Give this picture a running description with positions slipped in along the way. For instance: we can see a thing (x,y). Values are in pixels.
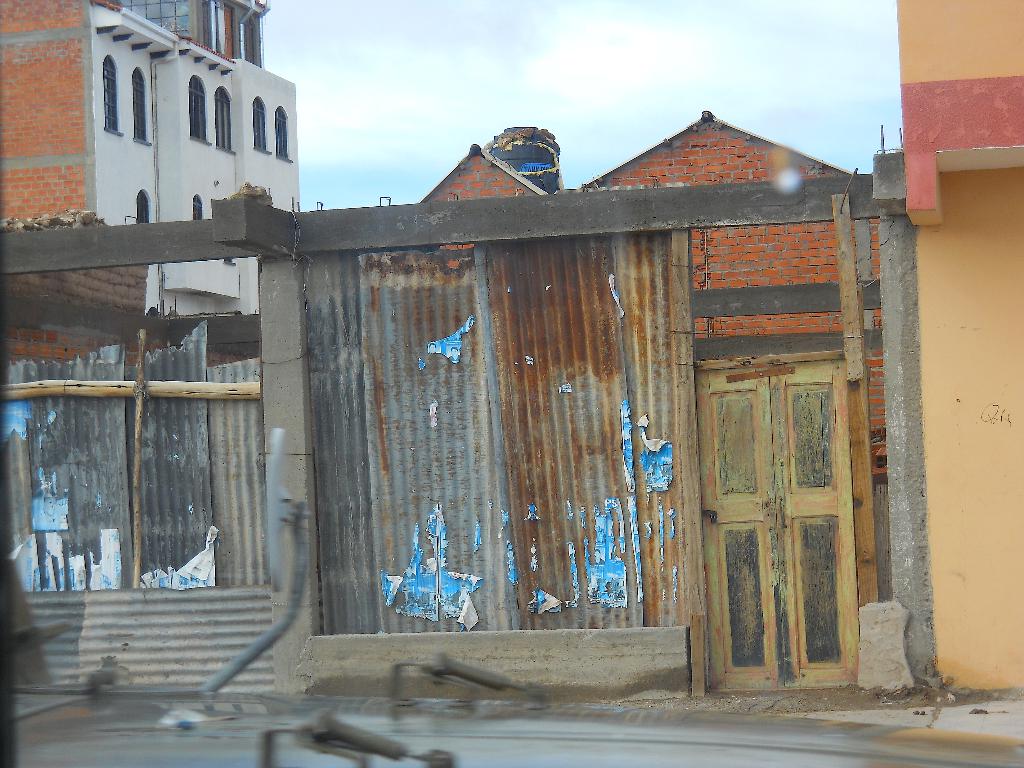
As we can see in the image, there are iron sheet (373,424) and door (782,495) in the front (793,509), and behind the iron sheet (355,437) there is a building (162,137) with white color. On the top (510,72) there is a sky (498,93).
